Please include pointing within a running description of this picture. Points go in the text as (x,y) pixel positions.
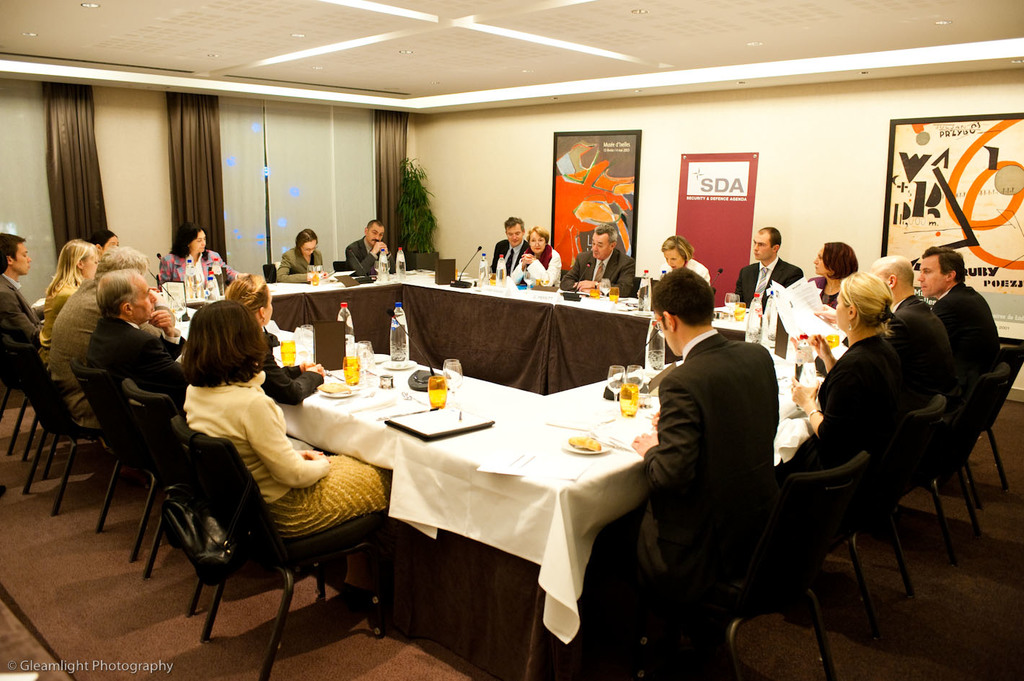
This image is taken indoors. At the top of the image (371,42) there is a ceiling (739,42) with a few lights (266,62). In the background (772,204) there is a wall (500,194) with windows (273,201) and there are a few curtains (215,228). There is a plant (426,208) in the pot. There are three banners (724,194) with text (912,168) on them. At the bottom of the image (146,609) there is a floor (147,623). In the middle of the image (468,436) there is a table (513,303) with a tablecloth (400,405) and many things (397,426) on it. Many people (356,257) are sitting on the chairs (158,404) around the table (555,532). A few people (850,289) are holding papers (799,299) in their hands (818,314).
